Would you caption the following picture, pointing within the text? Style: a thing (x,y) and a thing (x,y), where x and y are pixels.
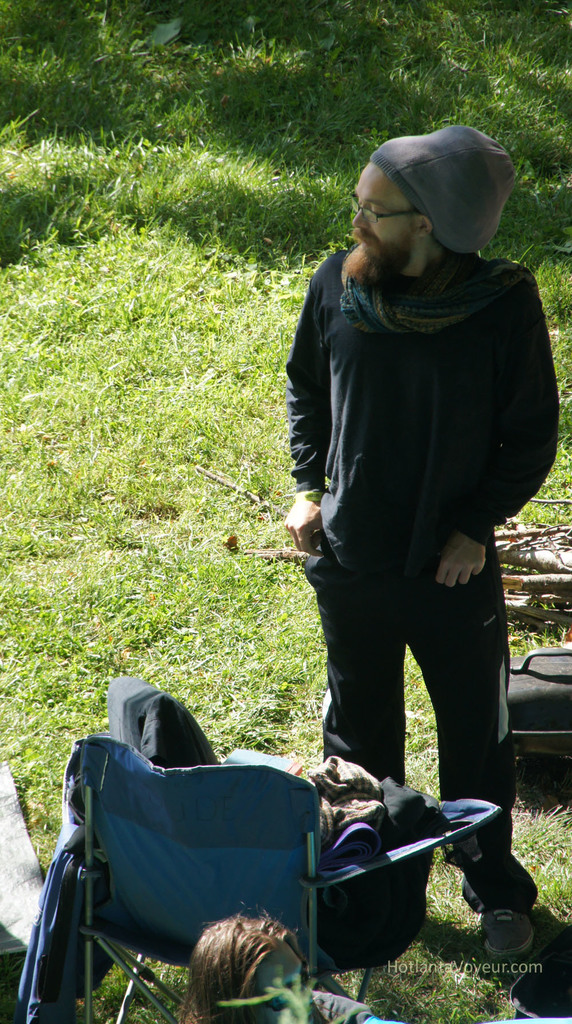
In the image there is a man (417,446) with black sweatshirt (370,505) and pants (452,789) and a cap (471,166) over head (444,197) standing on grass land (180,556), with a chair (282,799) along with clothes (330,806) on it, in the front (267,970) there is a woman (271,965) visible and on the right side (539,554) there are some sticks (555,616) and a box (540,710) on the ground (529,641).
